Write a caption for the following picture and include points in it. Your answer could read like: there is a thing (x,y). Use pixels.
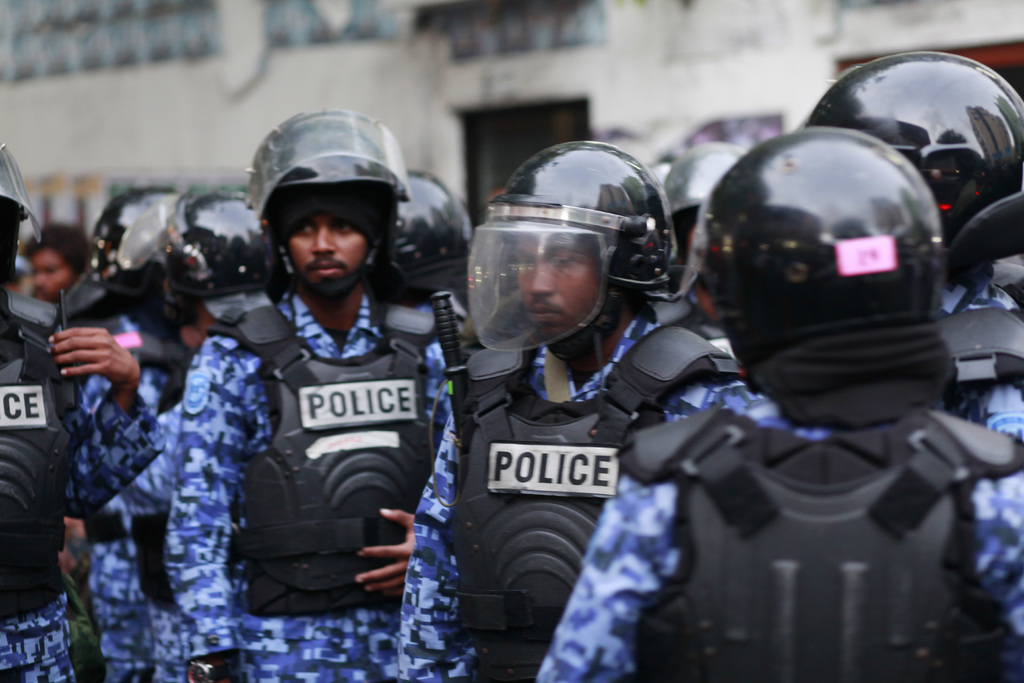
In this image I can see number of people (302,303) are standing. I can also see all of them are wearing blue colour uniforms (172,437), body armour (361,462) and black colour helmets (529,226). I can also see police is written on their armour (388,462) and I can see this image is little bit blurry from background (407,79).
